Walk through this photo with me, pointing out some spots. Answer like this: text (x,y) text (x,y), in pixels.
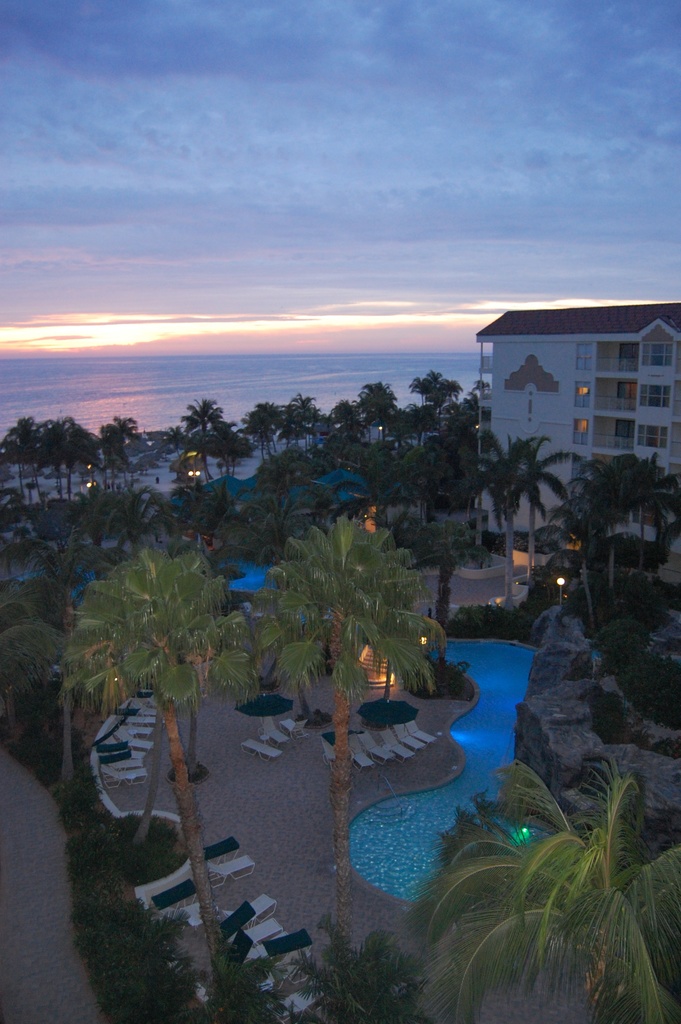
In the foreground (163,621) I can see grass (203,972), plants (232,972), trees (320,974), beds (301,997), swimming pool (401,847) and lights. In the background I can see a building (522,515) and the sky (372,157). This image is taken may be near the building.
